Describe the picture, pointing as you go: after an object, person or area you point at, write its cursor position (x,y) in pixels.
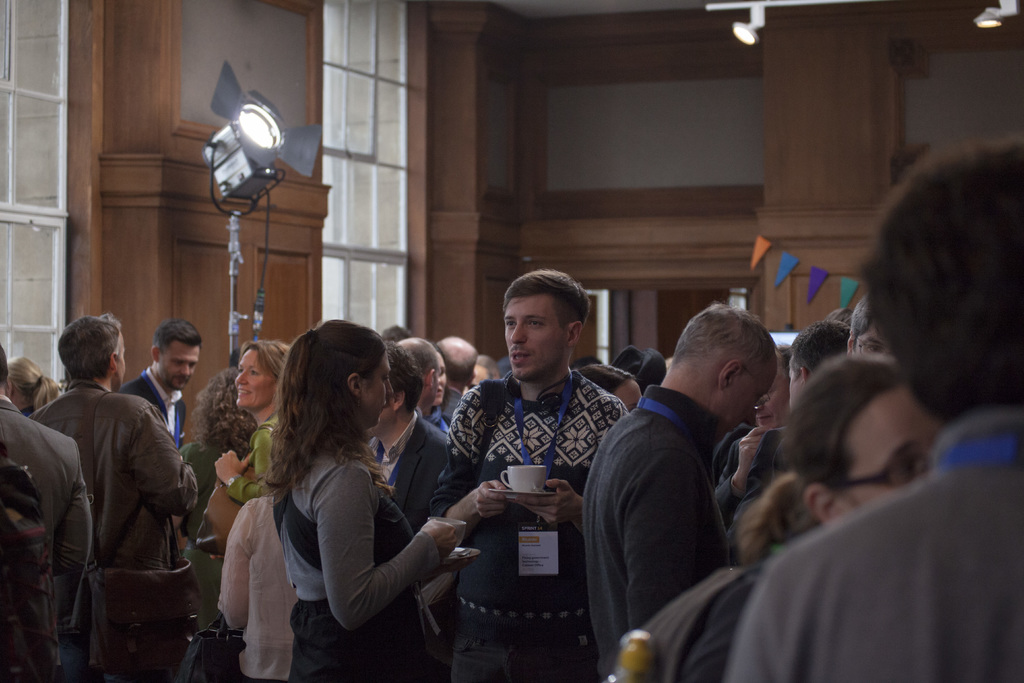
In this picture we can see cups (524,483), saucers (451,556), id cards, bags (224,617), spectacle (907,462), decorative flags (815,268), windows (403,154), pole (234,273), lights (984,20) and a group of people (75,624) standing.
